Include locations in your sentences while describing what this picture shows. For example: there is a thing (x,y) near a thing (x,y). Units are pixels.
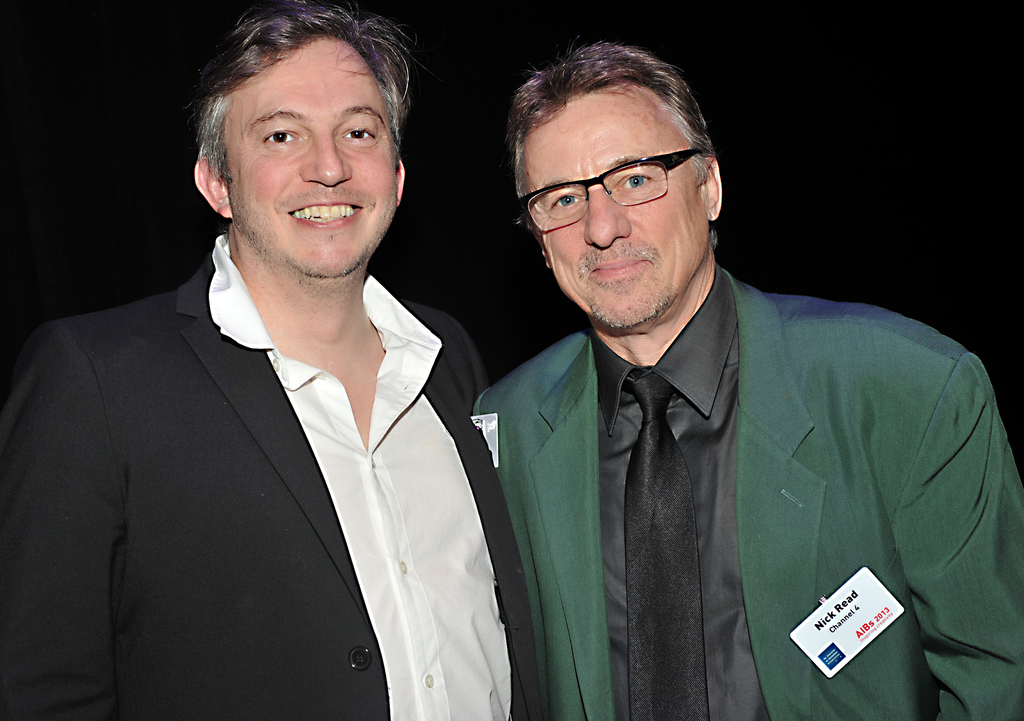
In this image there are two persons (446,377) standing wearing coats (599,557), one of the person (627,318) is wearing spectacles (625,188).
